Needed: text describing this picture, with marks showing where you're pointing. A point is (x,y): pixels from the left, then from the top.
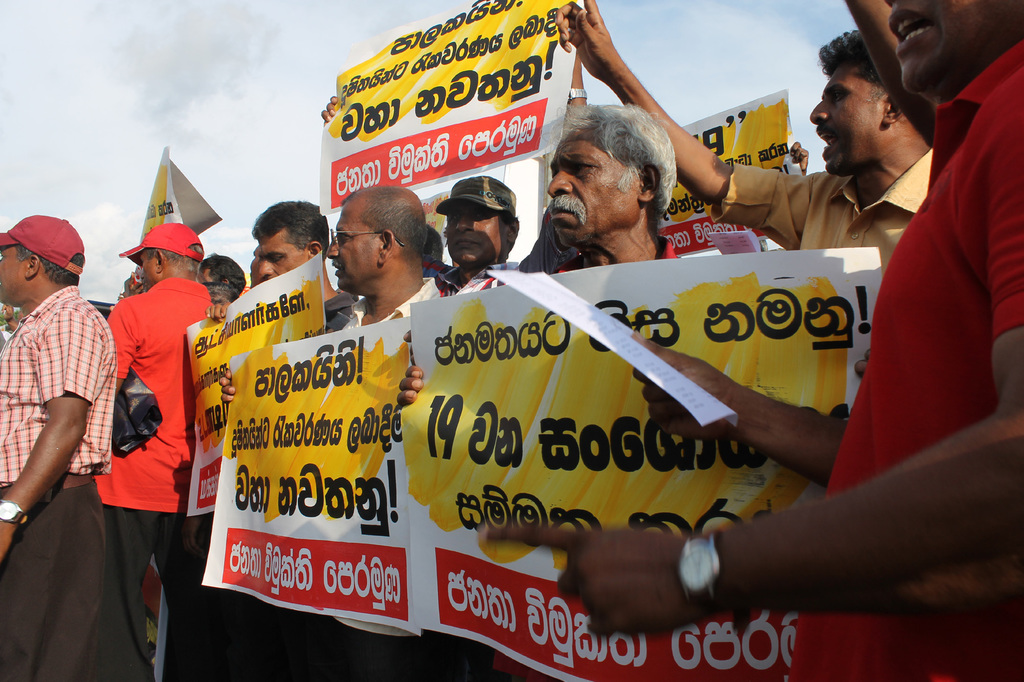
There are people (38,542) holding posters (521,156) in their hands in the foreground area of the image (361,225), there is text (378,168) on the posters (359,65) and the sky (241,163) in the background (238,67).
